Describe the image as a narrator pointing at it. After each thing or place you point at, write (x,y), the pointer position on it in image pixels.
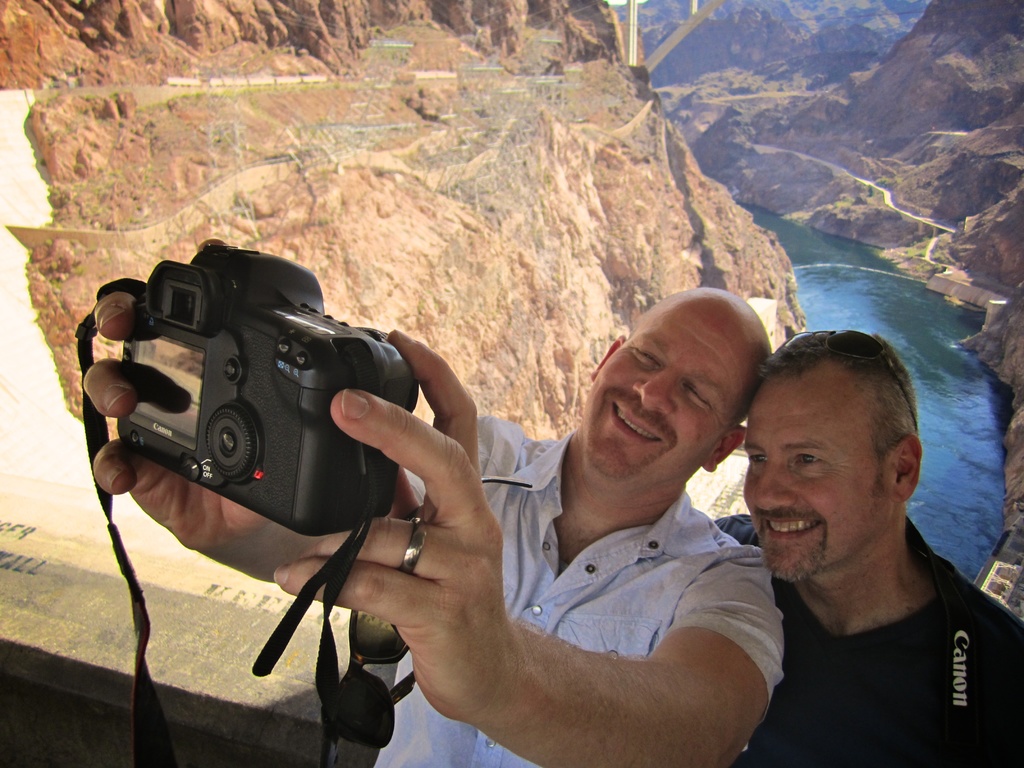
In this picture there are two persons (665,358) standing and smiling, clicking their photograph in a camera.
